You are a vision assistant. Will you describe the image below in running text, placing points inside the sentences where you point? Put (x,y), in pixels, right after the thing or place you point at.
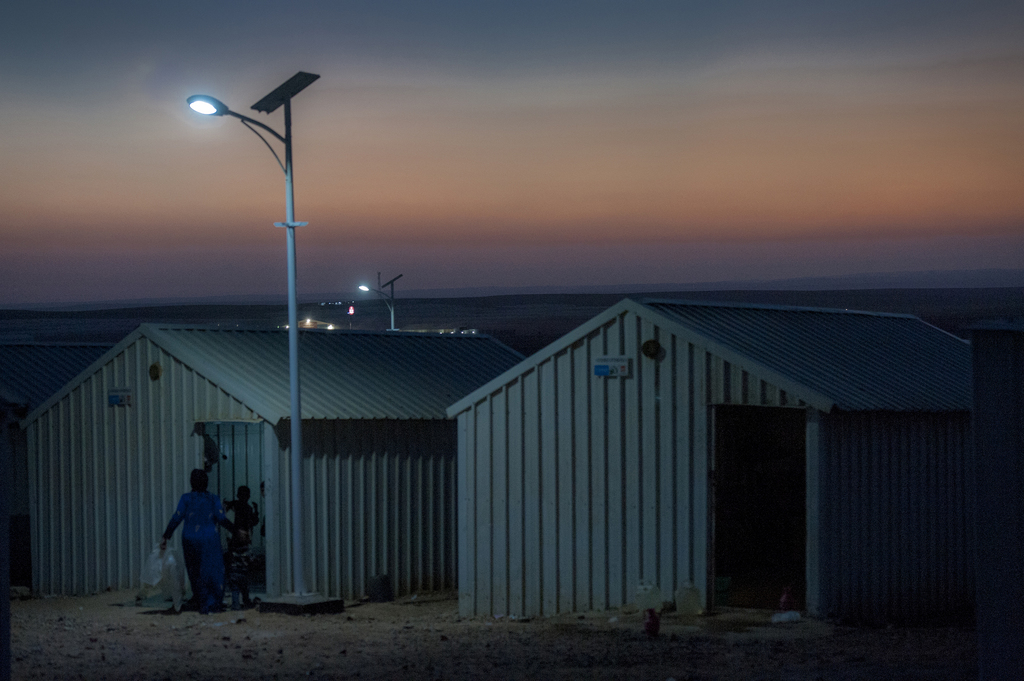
In the middle (625,452) these are the two iron sheds (601,493). On the left side (203,502) a woman (198,551) is there and there is a street lamp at the top (655,167) it's a sky (758,162).
